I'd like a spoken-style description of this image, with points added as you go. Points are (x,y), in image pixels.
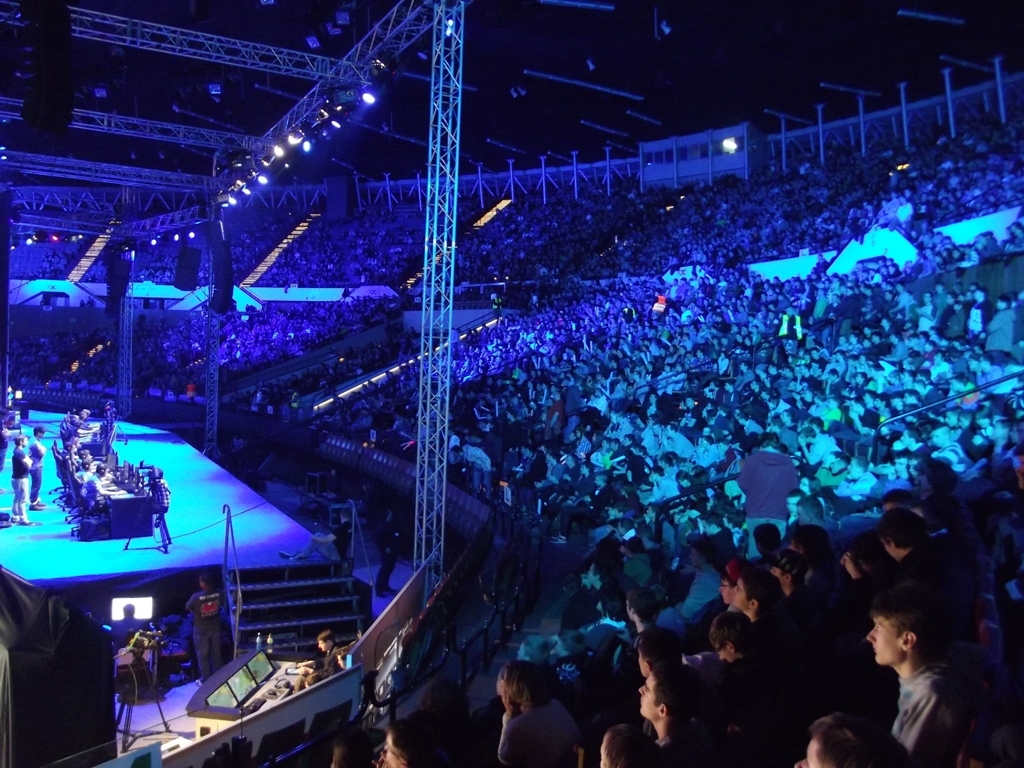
In this picture I can see there is a dais (47,497) and they are sitting on the chairs (61,475) and on the right side (954,527) I can see there are audience (668,513) sitting.
